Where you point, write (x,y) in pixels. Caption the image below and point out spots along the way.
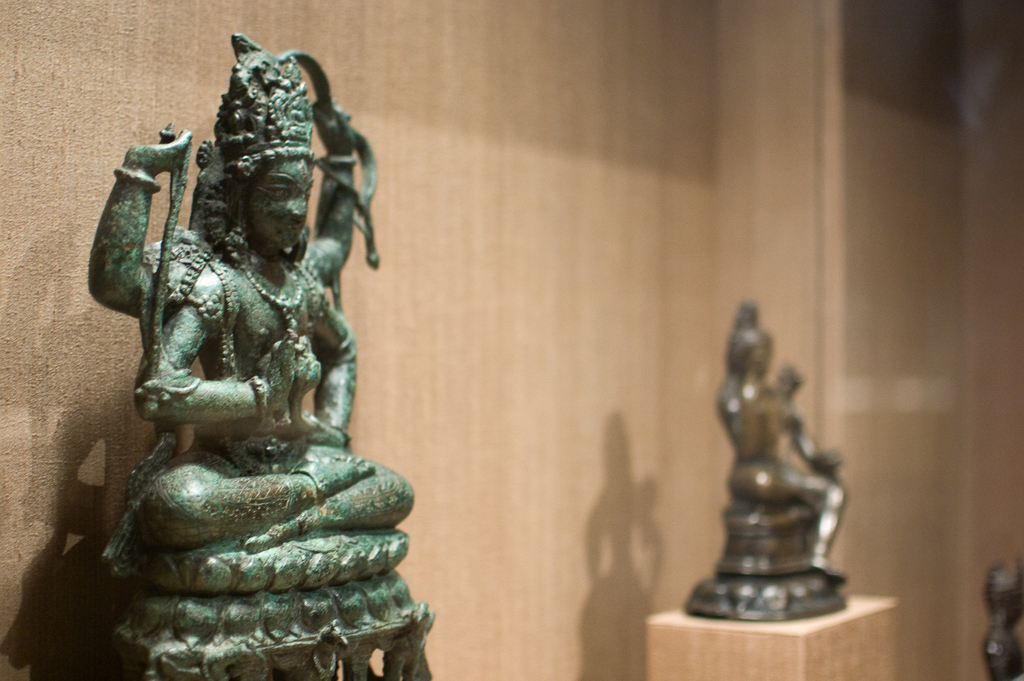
In this image there are idols (407,672) on the pillars (794,638). In the background of the image (701,207) there is a wall (645,171).
